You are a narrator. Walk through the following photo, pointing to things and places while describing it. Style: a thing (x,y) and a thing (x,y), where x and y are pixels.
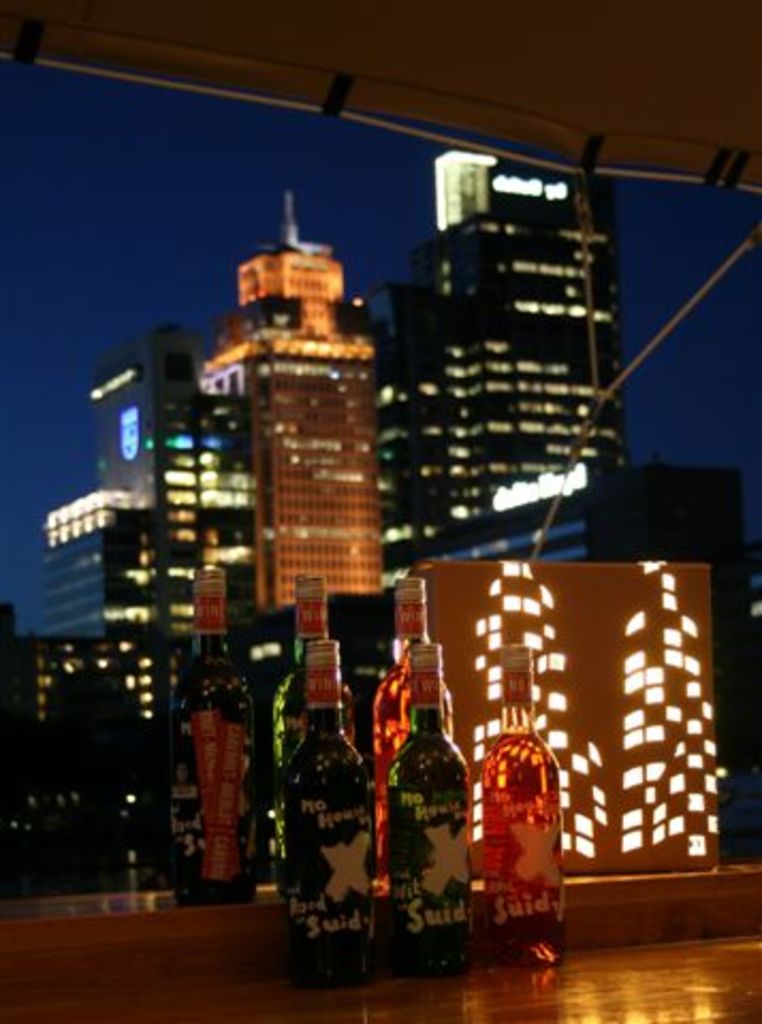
In this picture we can see a six wine bottles (429,957) are kept on this wooden table (589,966). Here we can see building (405,383) and a clear sky (148,167).
